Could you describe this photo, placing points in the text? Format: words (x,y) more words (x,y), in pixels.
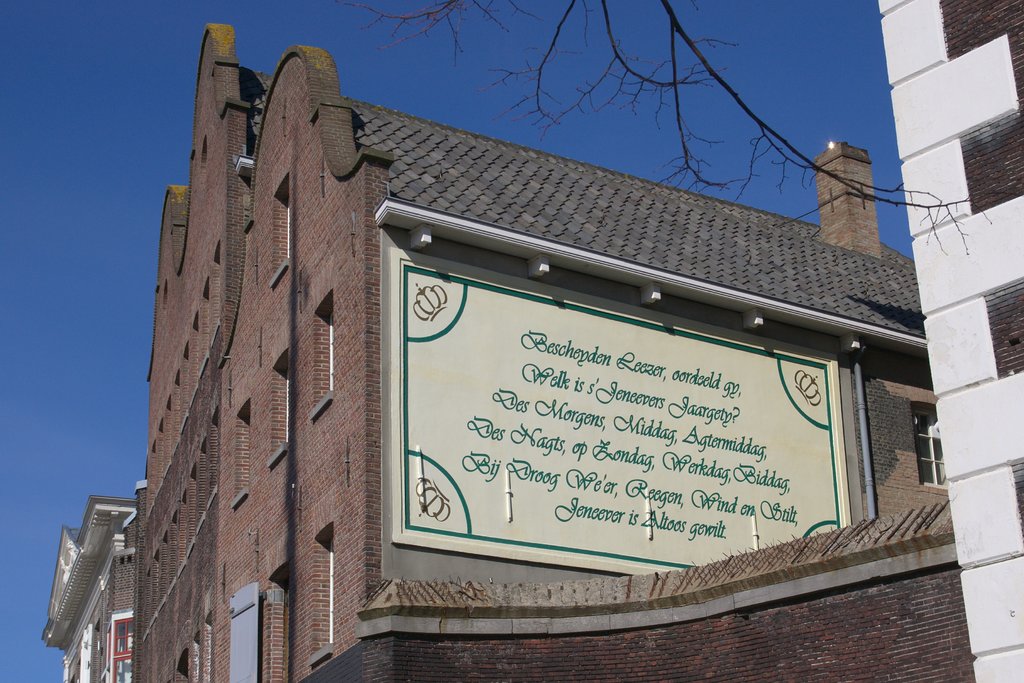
In this image we can see buildings (584,223) with information board (636,358) on one side, chimney (840,147), trees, pipelines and sky (103,423).
